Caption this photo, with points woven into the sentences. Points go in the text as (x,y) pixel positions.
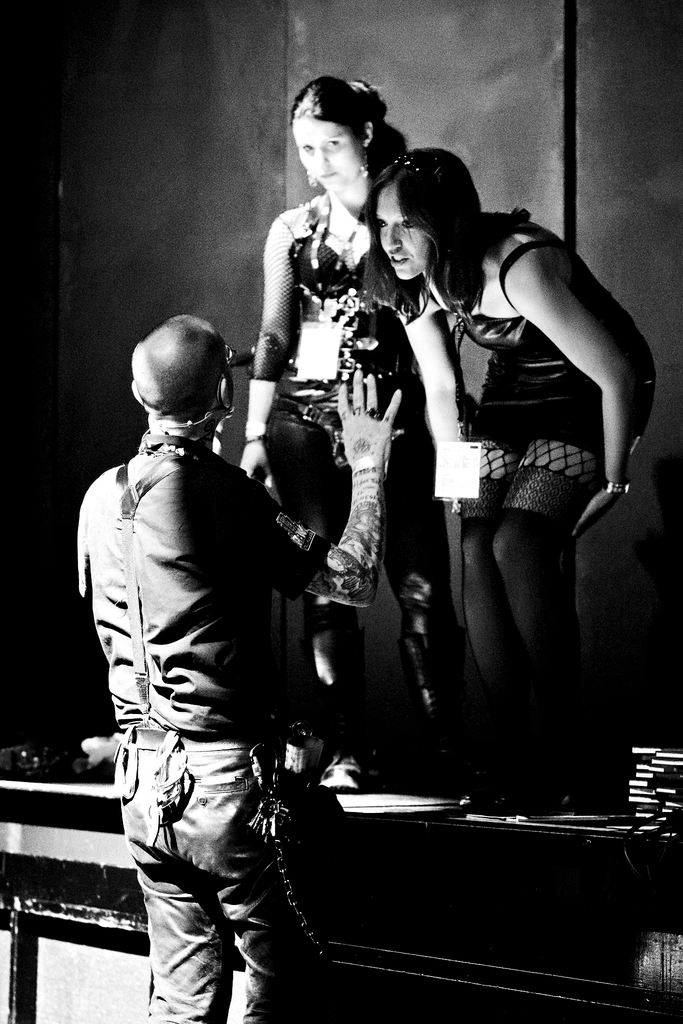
In this image we can see two women (441,420) standing on the stage (327,834) and a person (211,570) standing on the floor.
